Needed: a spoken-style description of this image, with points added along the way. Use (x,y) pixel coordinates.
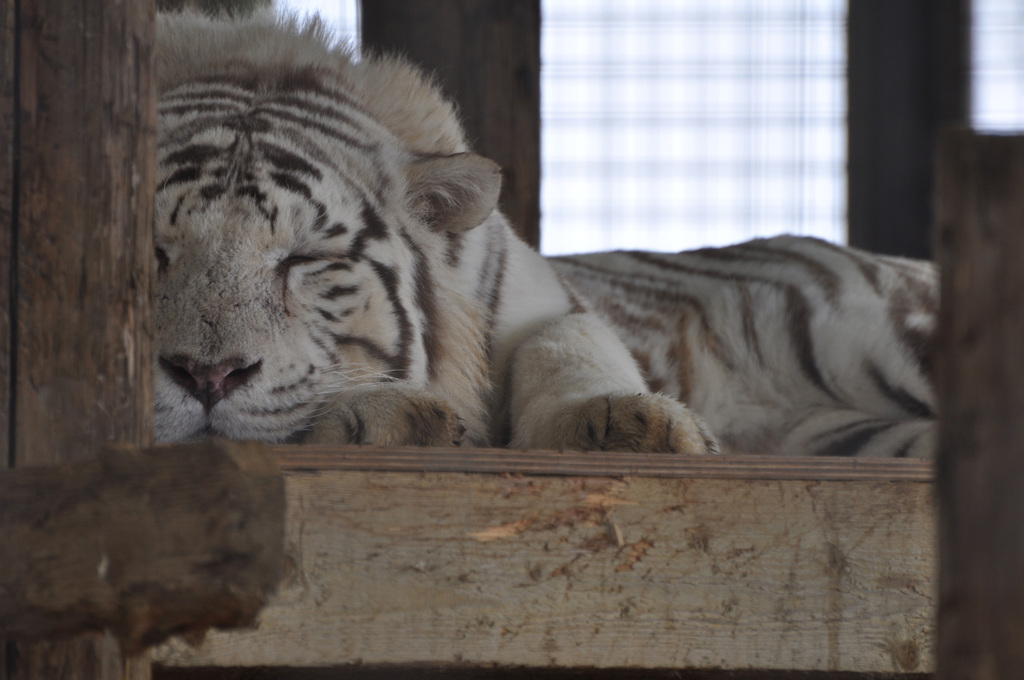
In the picture there is a tiger (550,282) laying on the floor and there is a wooden stick (124,361) in front of the tiger (256,181) and in the background (628,89) there is a window (689,202).
